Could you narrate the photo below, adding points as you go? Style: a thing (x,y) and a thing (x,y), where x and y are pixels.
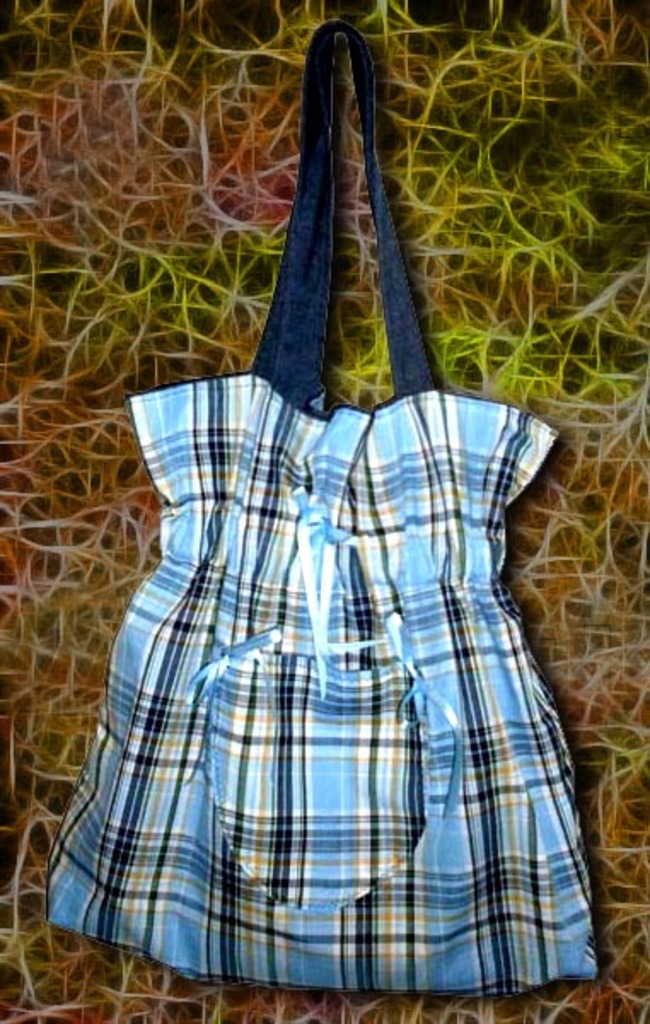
This is the picture of a bag (548,843) which is in blue, black and white in color.
